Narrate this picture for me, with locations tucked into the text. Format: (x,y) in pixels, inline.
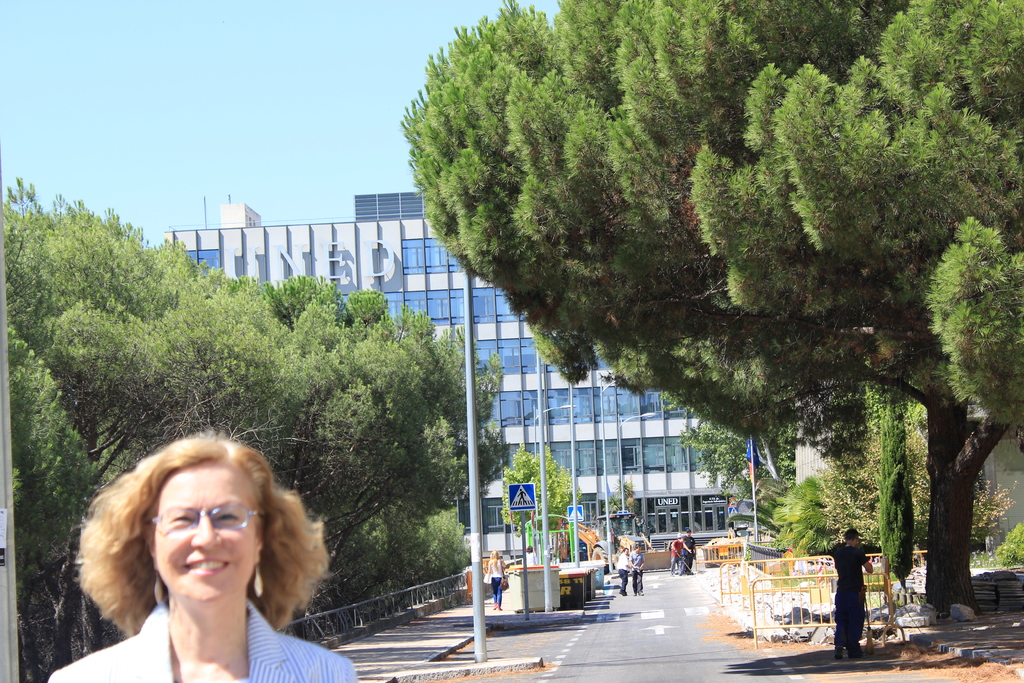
In this picture we can see a woman (215,658) wearing blue color coat (265,669) standing in the front of the image (218,570), Smiling and giving a pose into the camera. Behind we can see tree (337,330) and glass building (562,387). On the right corner of the image (694,332) we can see huge tree (741,355) and yellow pipe railing (889,588) on the roadside (877,583) and a man (859,609) standing near it.
